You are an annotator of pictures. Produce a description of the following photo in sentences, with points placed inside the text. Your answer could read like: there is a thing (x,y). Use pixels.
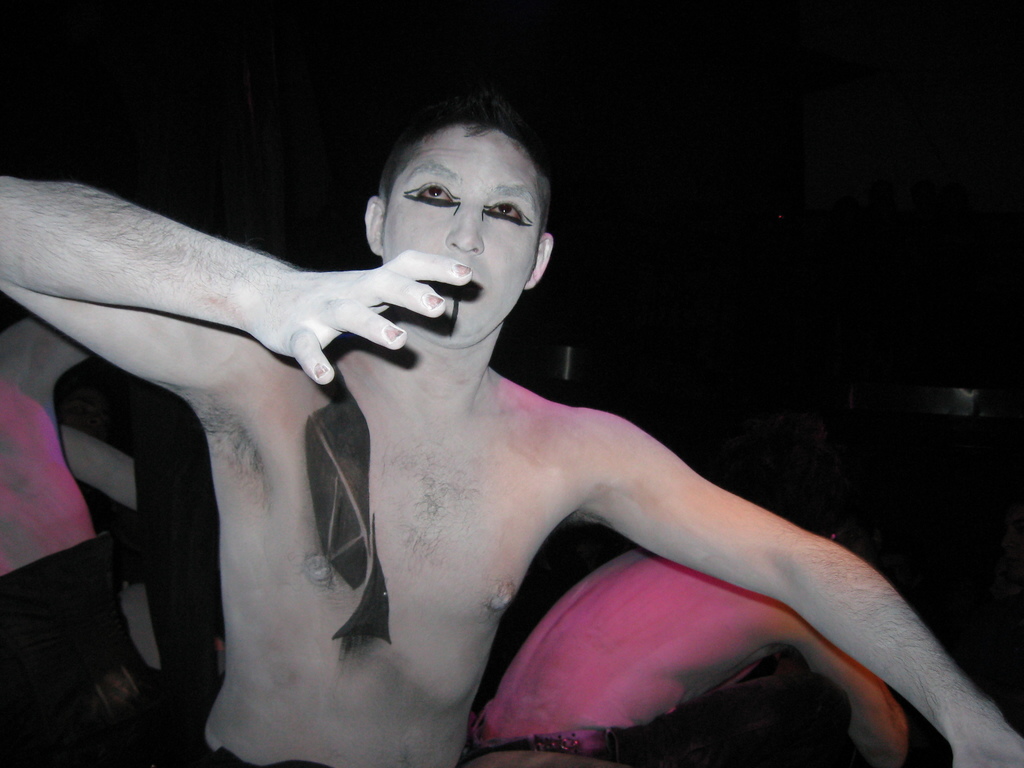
This image is taken during night time. In this image we can see a person (478,367) with painting (473,229) on the body (374,449). In the background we can also see some persons (123,621).
